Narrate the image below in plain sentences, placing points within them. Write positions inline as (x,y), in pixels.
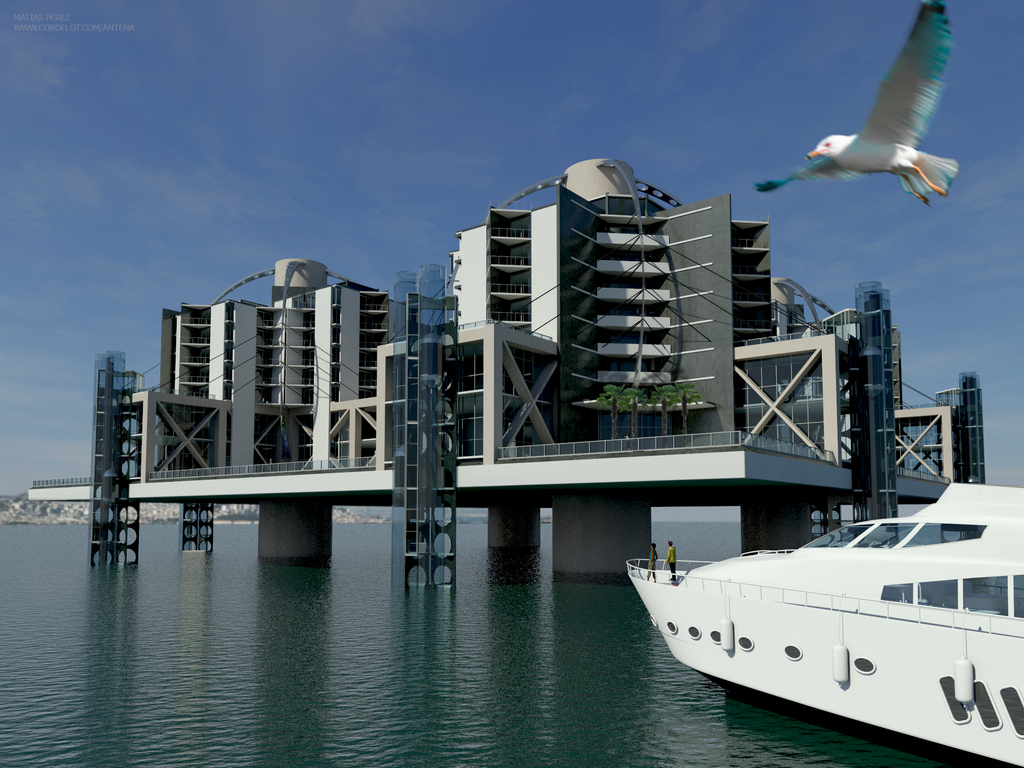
To the right corner of the image (722,659) there is a ship (733,637) with glass windows (866,544), railing (643,572) and two persons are standing in front of the ship (838,618). And the ship (843,541) is in the water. To the bottom middle of the ship (811,601) there is water (625,622). In the middle of the water (406,634) there is a building (432,452) with pillars (501,391), poles (446,453) and glass windows (187,452). To the right top corner of the image (926,24) there is a bird (896,169) flying. And to the top of the image (613,82) there is a sky (115,292).
